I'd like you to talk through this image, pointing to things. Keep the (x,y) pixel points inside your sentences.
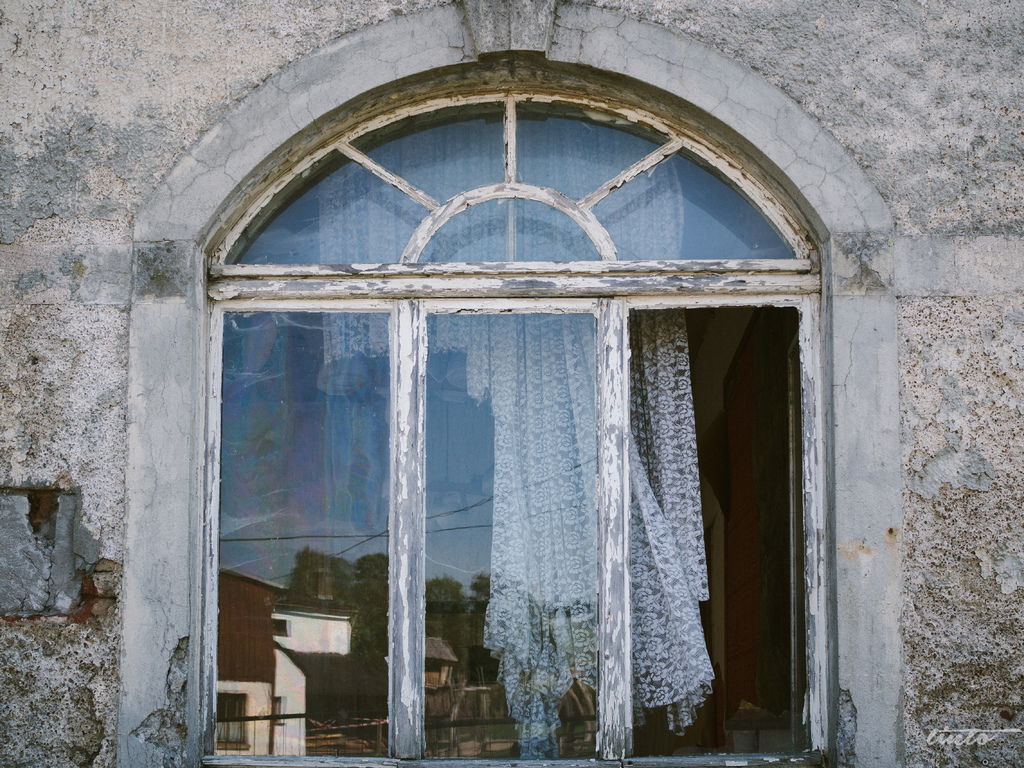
In this picture we can see a glass window (342,414) and the wall (163,508). Through the glass (327,427) we can see a curtain (464,326). On the glass (315,436) we can see the reflection (475,502) of houses (247,739), trees (300,581), rooftops (362,656), sky (291,542) and railing (268,716).
